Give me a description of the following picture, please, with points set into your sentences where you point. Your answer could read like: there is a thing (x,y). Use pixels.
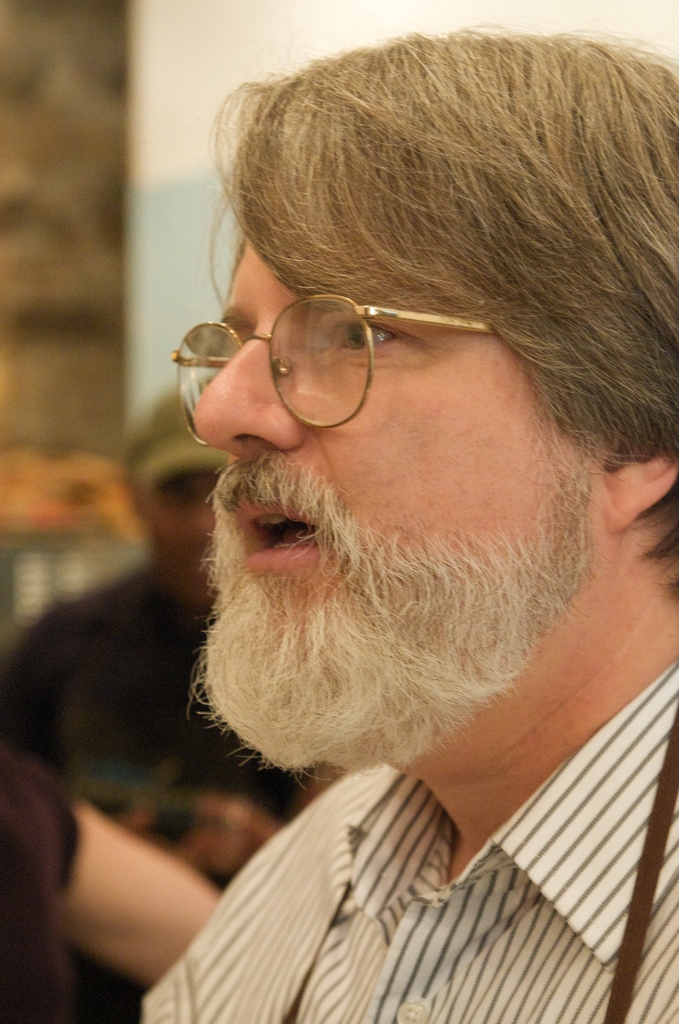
In the picture, there is a man (305,527) he is having a beard (277,617) and he is wearing spectacles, he is speaking something and the background of the man (404,437) is blur.
